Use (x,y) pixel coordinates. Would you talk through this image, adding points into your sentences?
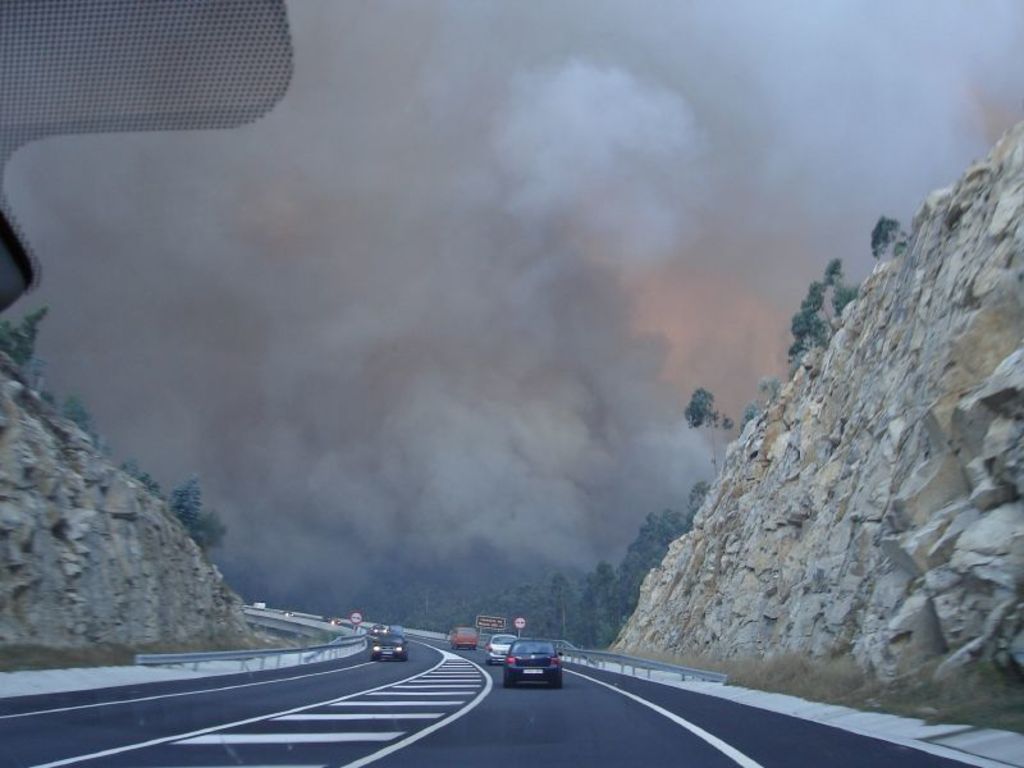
In the image we can see there are cars (537,658) moving on the road (474,676) and there rock hills (800,580) on both the sides. Behind there are lot of trees (571,641) and there is smoke (435,331).
